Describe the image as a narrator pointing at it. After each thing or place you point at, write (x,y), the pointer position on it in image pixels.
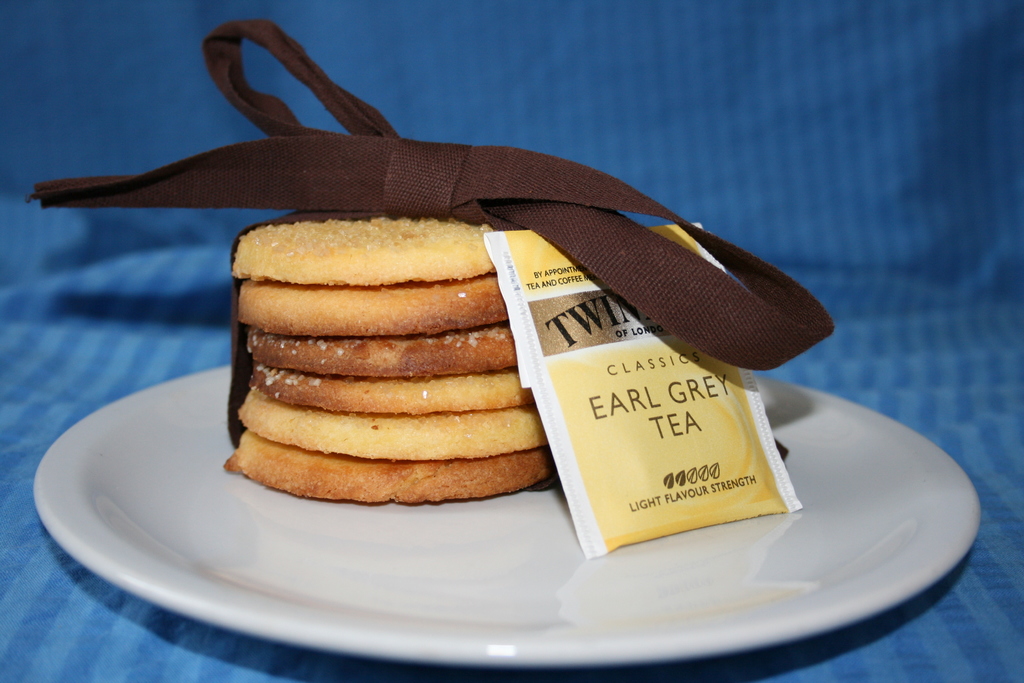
In the picture I can see food items (414,394) on the plate (422,533). I can see some text tags (597,419).
